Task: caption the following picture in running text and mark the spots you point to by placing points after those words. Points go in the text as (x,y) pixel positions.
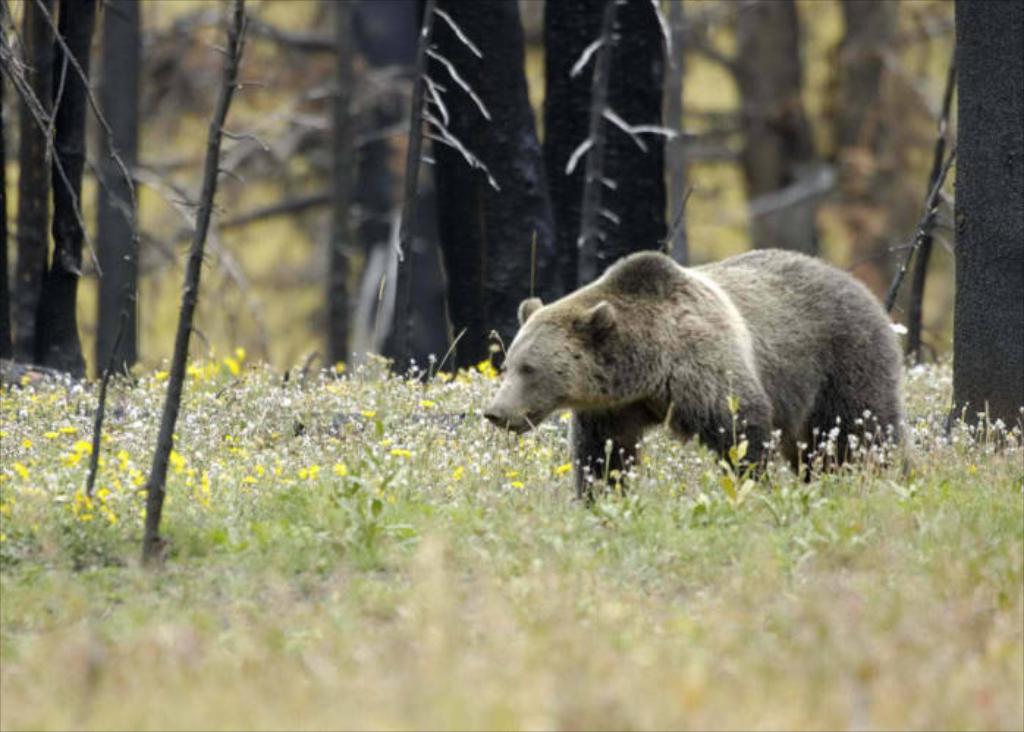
In this image we can see a bear (622,363) walking. Around the bear (622,363) we can see the grass (619,504) and plants (443,415). In the background (477,216), we can see a group of trees (477,216).
